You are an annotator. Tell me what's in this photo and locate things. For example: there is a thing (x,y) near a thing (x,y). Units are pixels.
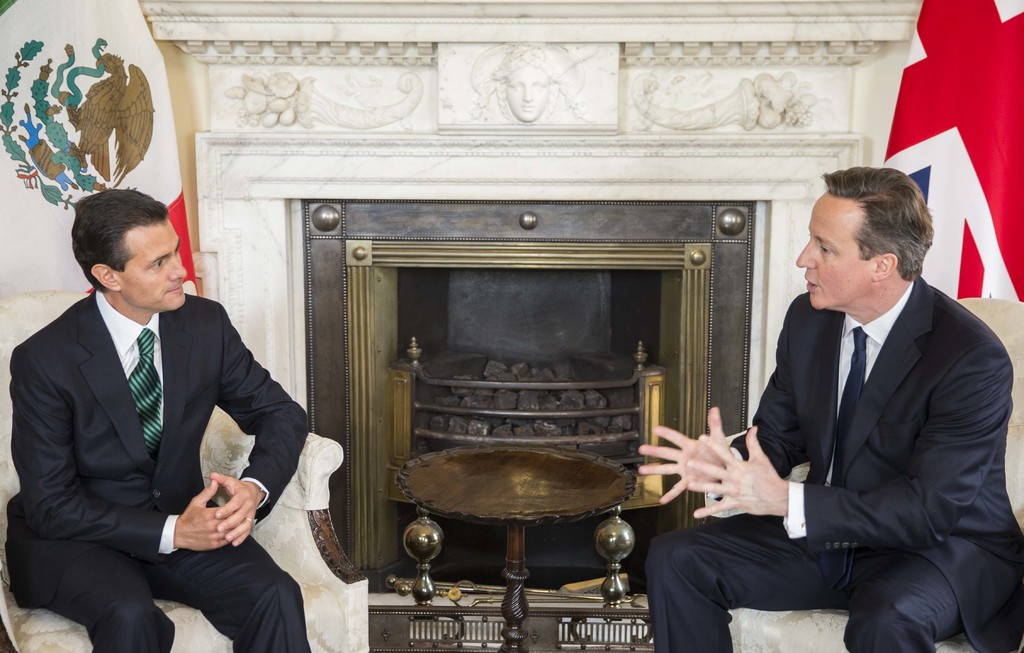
In the center of the image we can see two persons (844,477) are sitting on the chairs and they are in different costumes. In the background (474,20) there is a wall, sculpture (531,74), fireplace (507,383), stones (504,401), flags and a few other objects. And we can see some design (262,47) on the wall (459,43).
